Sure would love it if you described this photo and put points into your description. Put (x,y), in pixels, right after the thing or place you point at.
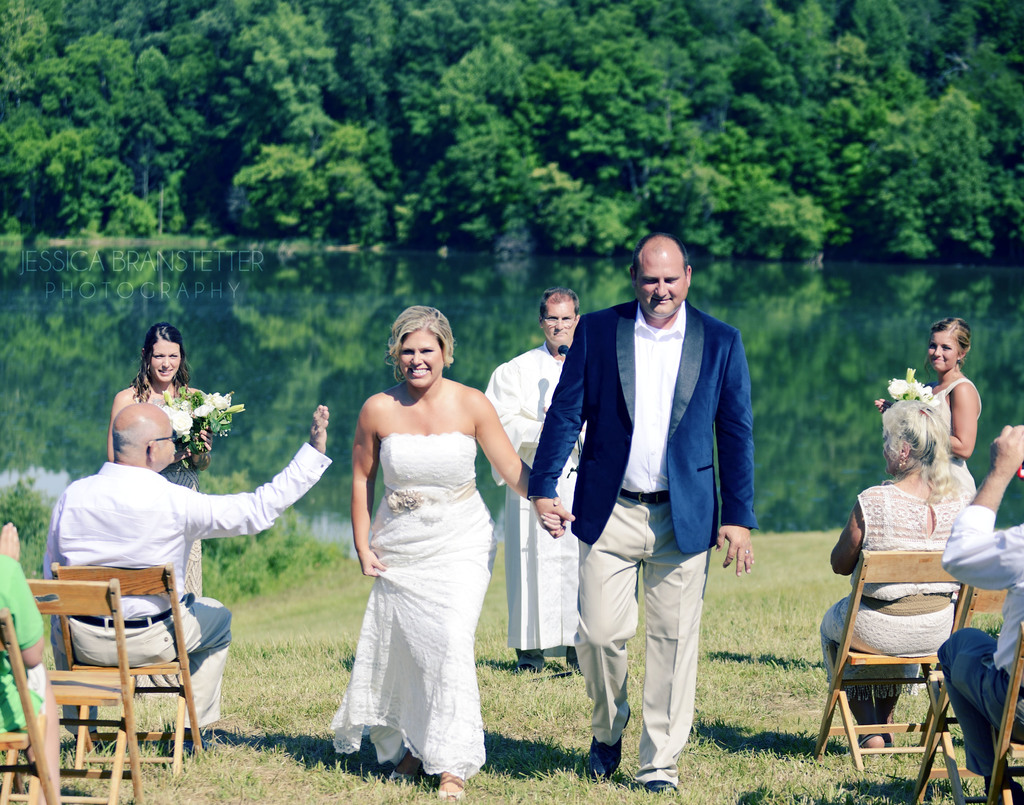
On the background (770,116) we can see trees (687,57). This is a lake (546,281). Here we can see a man (549,468) and a woman (437,564) walking on the grass (562,771). On the background (551,343) we can see three persons (162,381) standing. these two women (179,367) holding flower bouquets (927,398) in their hands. We can see few persons (184,497) sitting on chairs (824,717).
